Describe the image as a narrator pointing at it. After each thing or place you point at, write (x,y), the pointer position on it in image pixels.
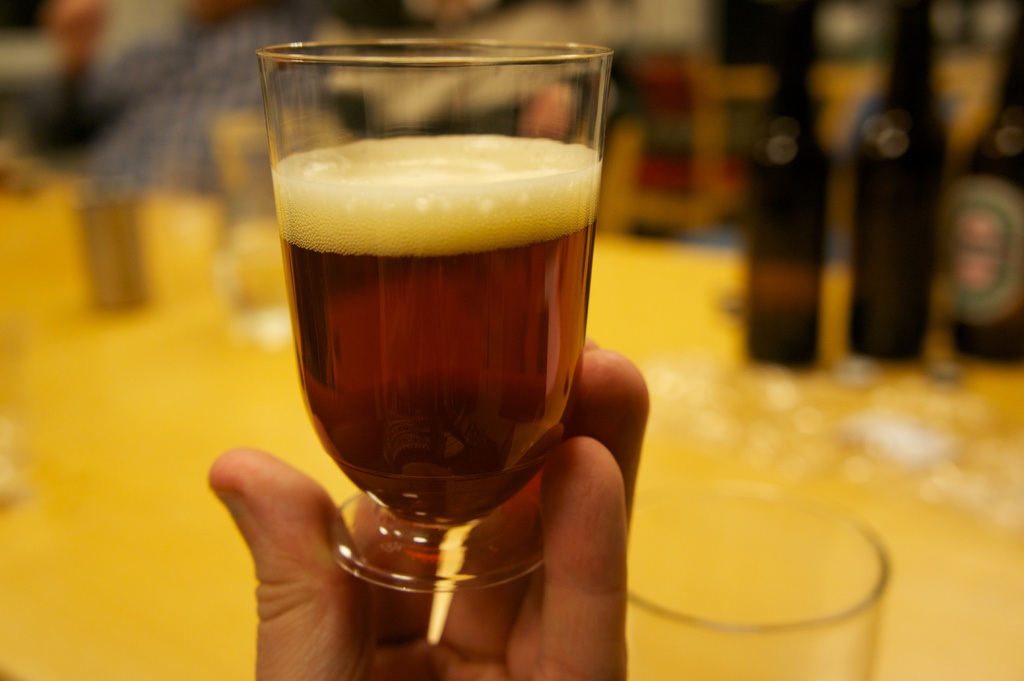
A human hand (591,411) is holding a wine glass (537,444). In the right side (775,249) there are bottles (795,320).
